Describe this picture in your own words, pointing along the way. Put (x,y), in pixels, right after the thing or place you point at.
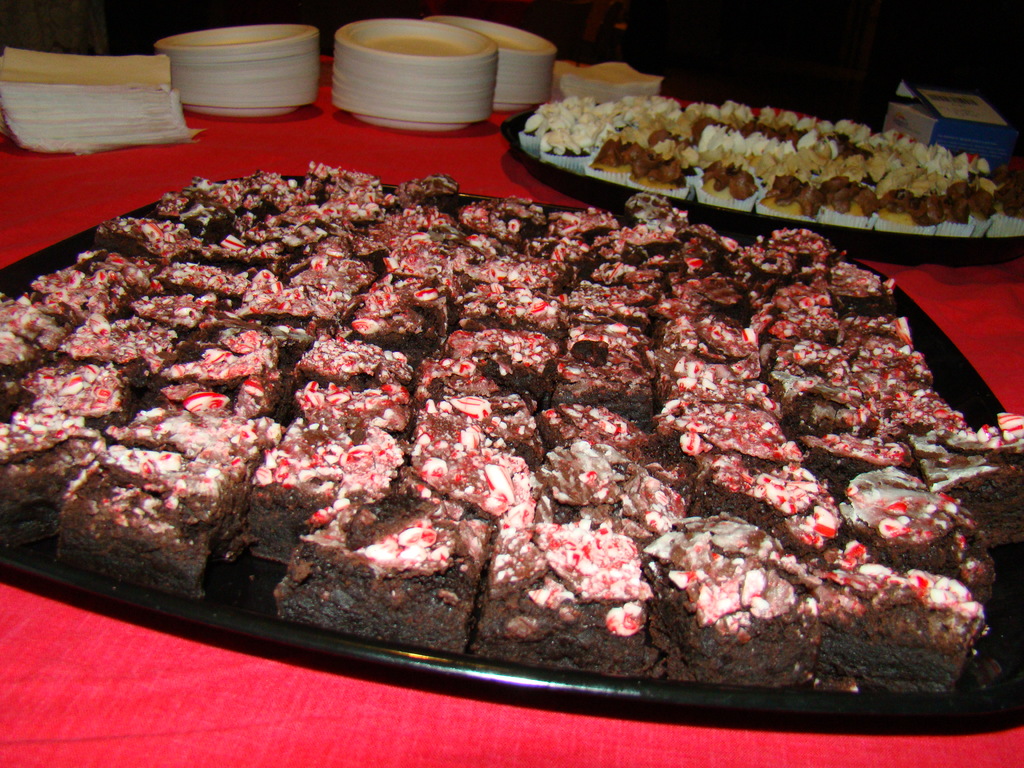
In this image we can see a table (428,141). On the table (152,147) there are paper napkins (109,80), plates (418,63), carton (947,104) and serving plates (529,341) with desserts (659,308) in them.
